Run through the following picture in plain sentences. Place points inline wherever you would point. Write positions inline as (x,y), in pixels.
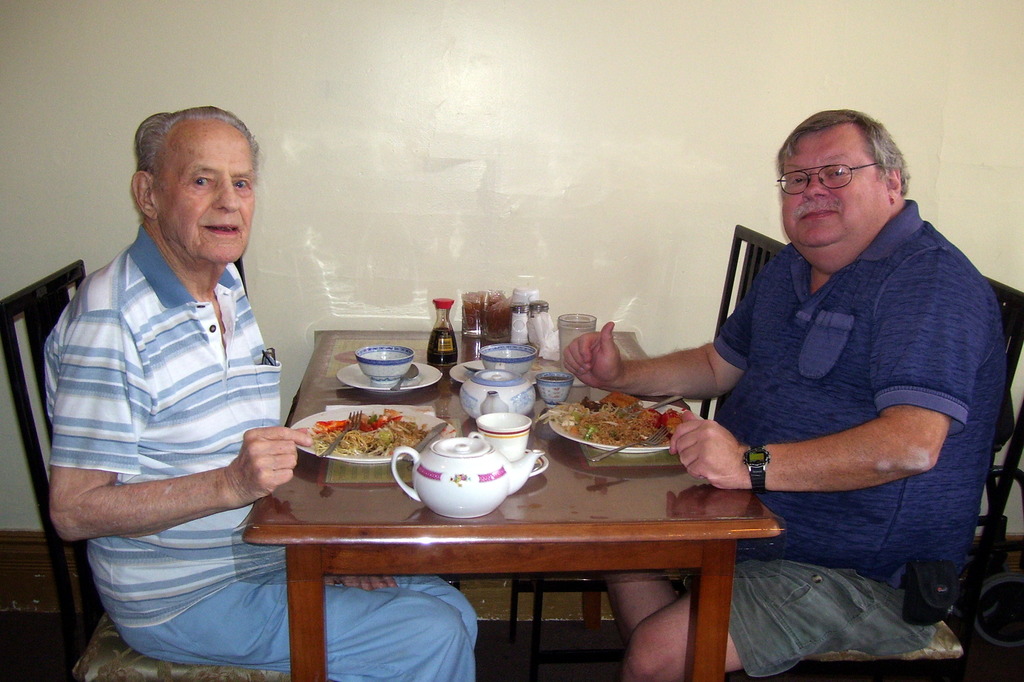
In this picture we can see two men (253,478) sitting on chair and in front of them there is table (331,357) and on table (326,375) we can see tea pot (488,448), cup (502,429), bowl (375,359), plate (425,382), spoon (407,381), fork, food (565,406), bottles (523,328) and in background (390,104) we can see wall (551,169) here this two men (228,278) are smiling.
